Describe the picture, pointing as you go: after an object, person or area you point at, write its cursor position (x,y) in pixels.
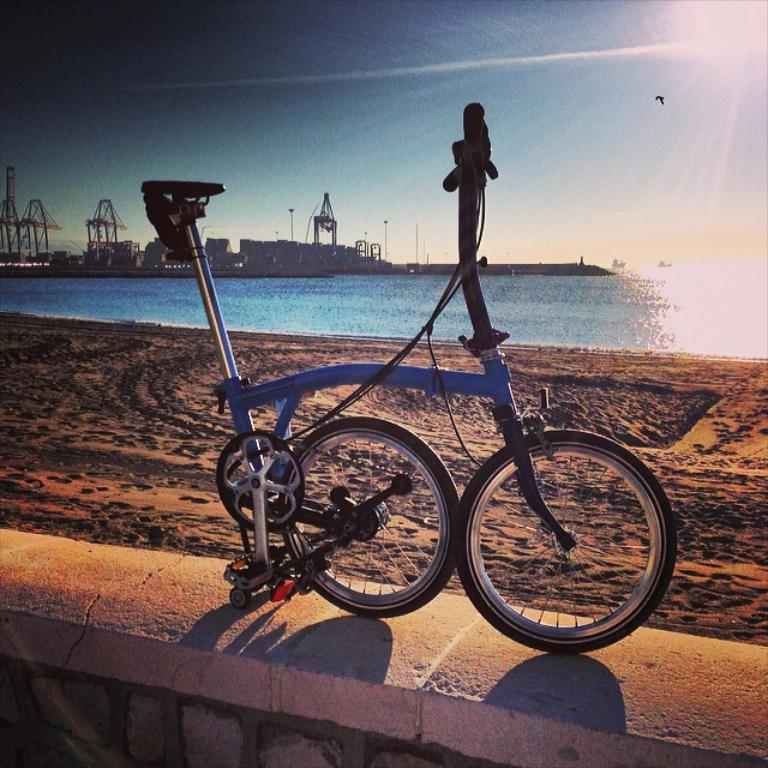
This is a bicycle (499,598), which is on the wall (359,693). I think this is a seashore (203,350). These are the water (573,302) flowing. In the background (43,235), I can see the cranes (115,225) and the kind of containers (252,258). This is the bird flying in the sky (649,102).
